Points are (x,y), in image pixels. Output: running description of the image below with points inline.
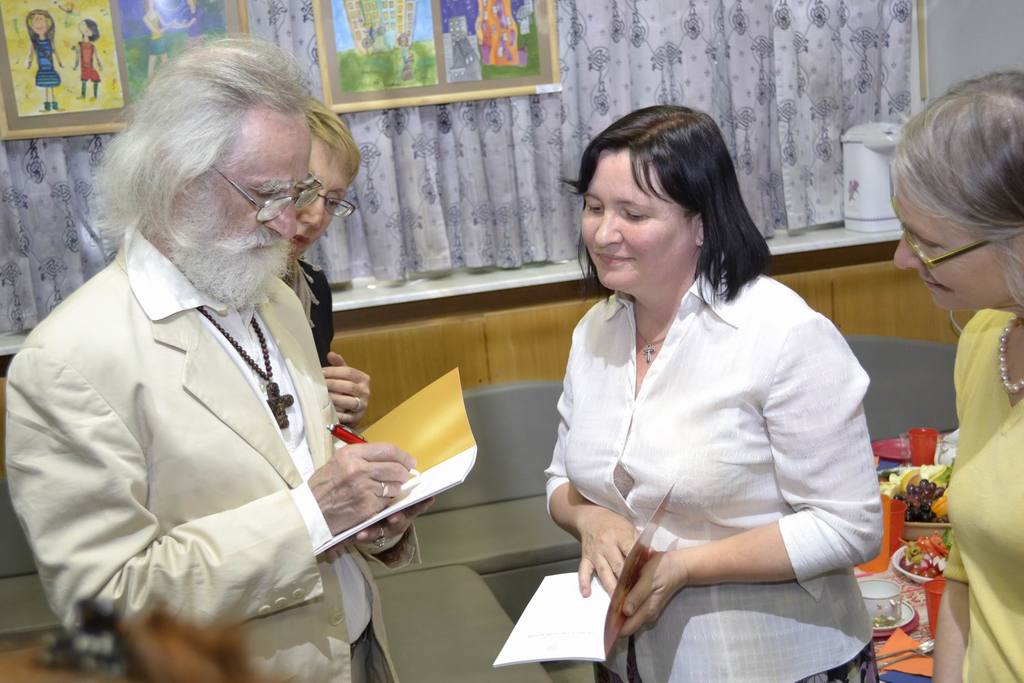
In front of the image there are two people (256,619) holding the books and a pen (335,433). Beside them there are two other people (936,196) standing. There is a table (927,620). On top of it there are some objects (911,479). In the background of the image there is some object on the platform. There are curtains (461,209) and there are photo frames (82,14) on the wall (418,357).
